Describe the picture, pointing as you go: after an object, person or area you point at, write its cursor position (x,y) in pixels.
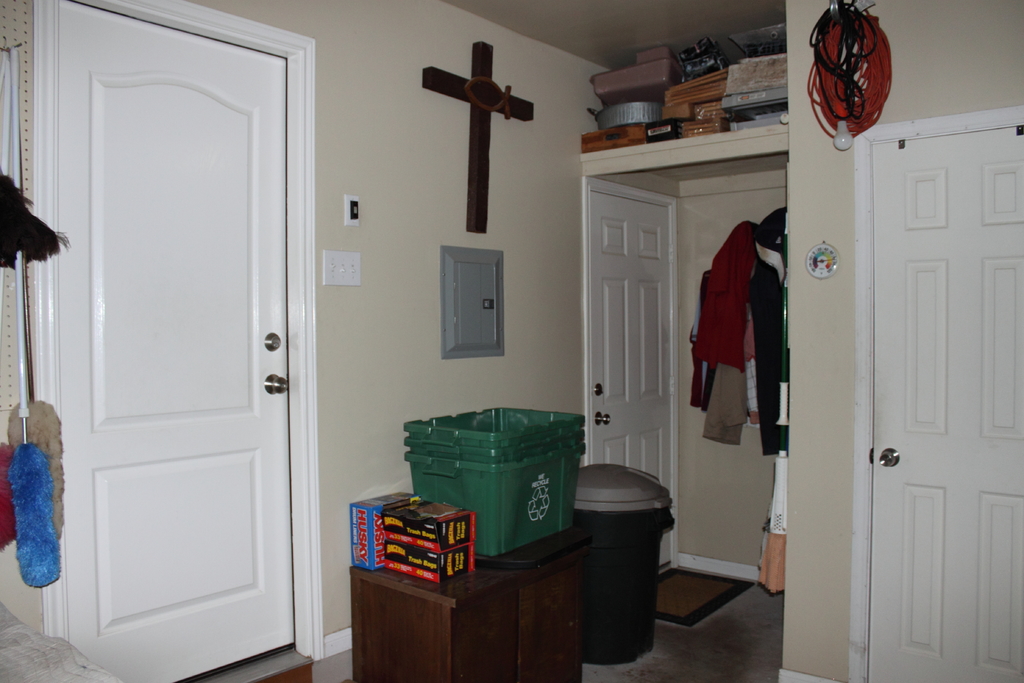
This image is clicked inside a room (518,317). There are doors (72,136) in the middle (622,438). There is a table (396,613) and on that there are some boxes (477,472). There are clothes (739,374) in the middle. There are broomsticks (20,268) on the left side (34,482).
